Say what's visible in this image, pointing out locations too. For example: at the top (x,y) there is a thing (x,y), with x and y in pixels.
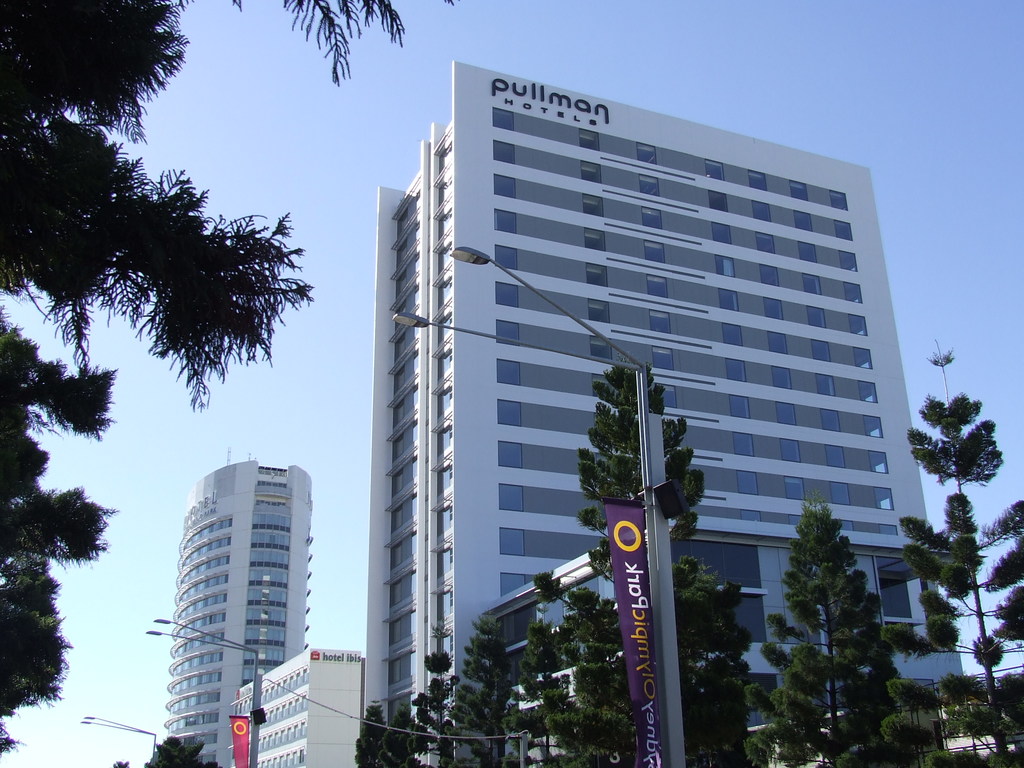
In this picture we can see buildings (413,535), trees (14,653), poles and we can see sky (367,543) in the background (334,543).
